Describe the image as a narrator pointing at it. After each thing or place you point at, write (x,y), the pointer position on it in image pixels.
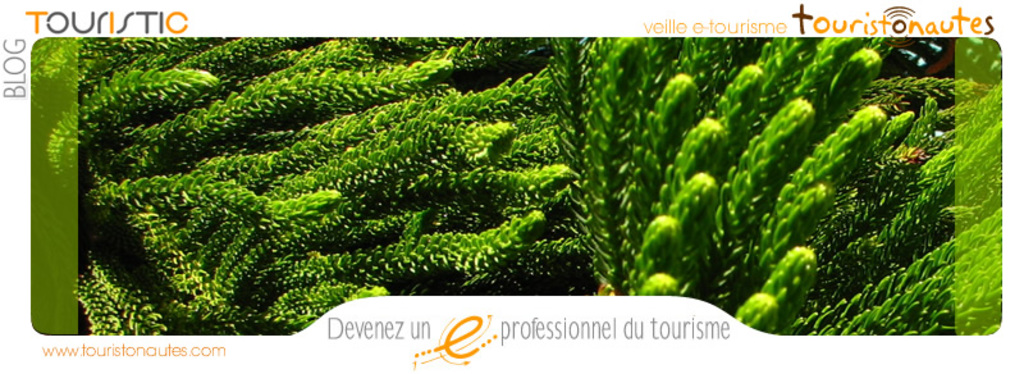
In the picture we can see a poster (452,332) with a image of plants (986,328) on it and we can see a name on it as tourist.
